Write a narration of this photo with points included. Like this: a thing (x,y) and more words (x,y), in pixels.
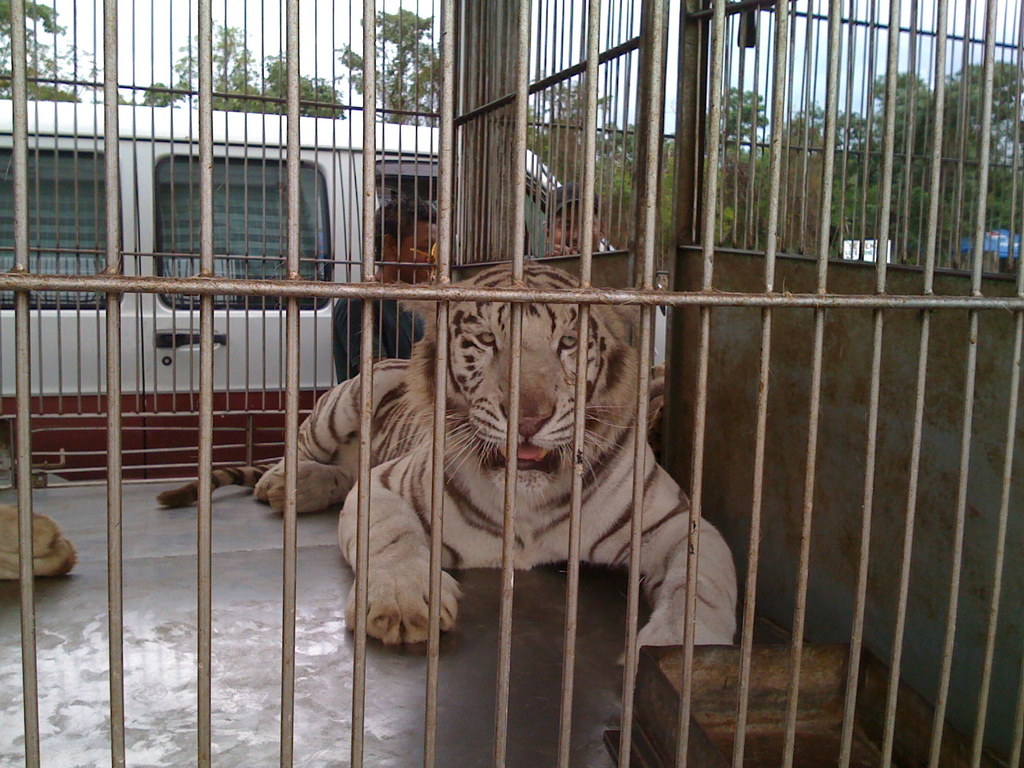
In this image I can see an iron cage (441,113) and in it I can see a white tiger (396,588). In background (407,223) I can see two men (354,335) are standing, a white vehicle (360,241), number of trees (971,222) and few other things (889,260).
